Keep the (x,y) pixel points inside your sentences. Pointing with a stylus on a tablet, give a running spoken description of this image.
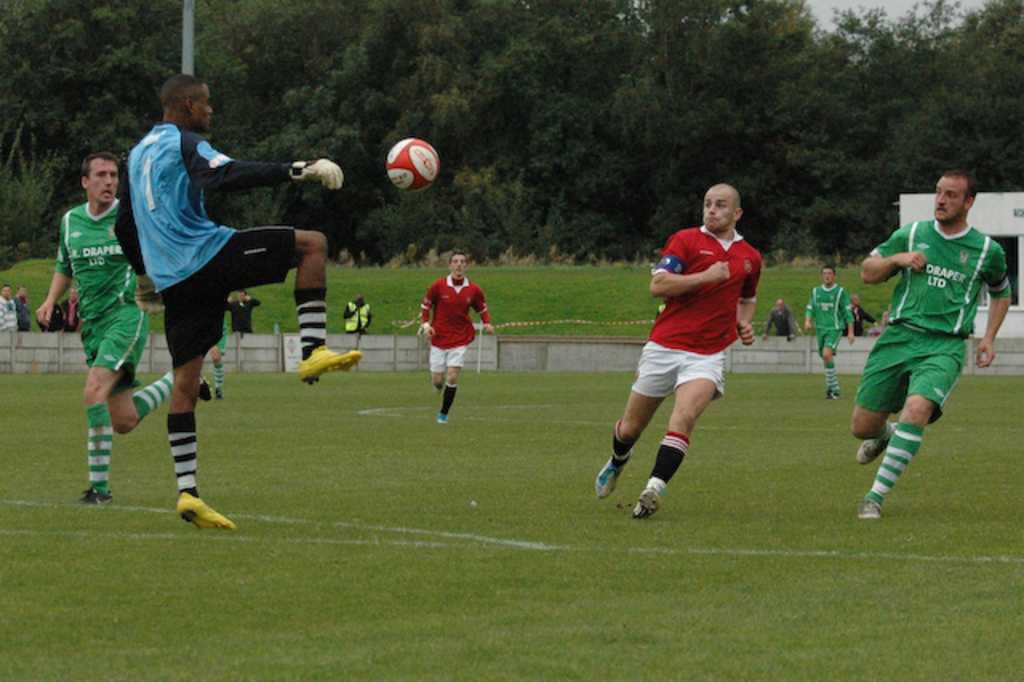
In this image I can see the group of people (122,406) are on the grounds (496,451). These people (111,224) are wearing the red, blue and green color dresses (715,246). I can see the ball (417,178) in the air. In the back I can see few more people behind the railing (534,347). I can also see many trees (727,54) and the sky (831,9) in the back (851,37).
